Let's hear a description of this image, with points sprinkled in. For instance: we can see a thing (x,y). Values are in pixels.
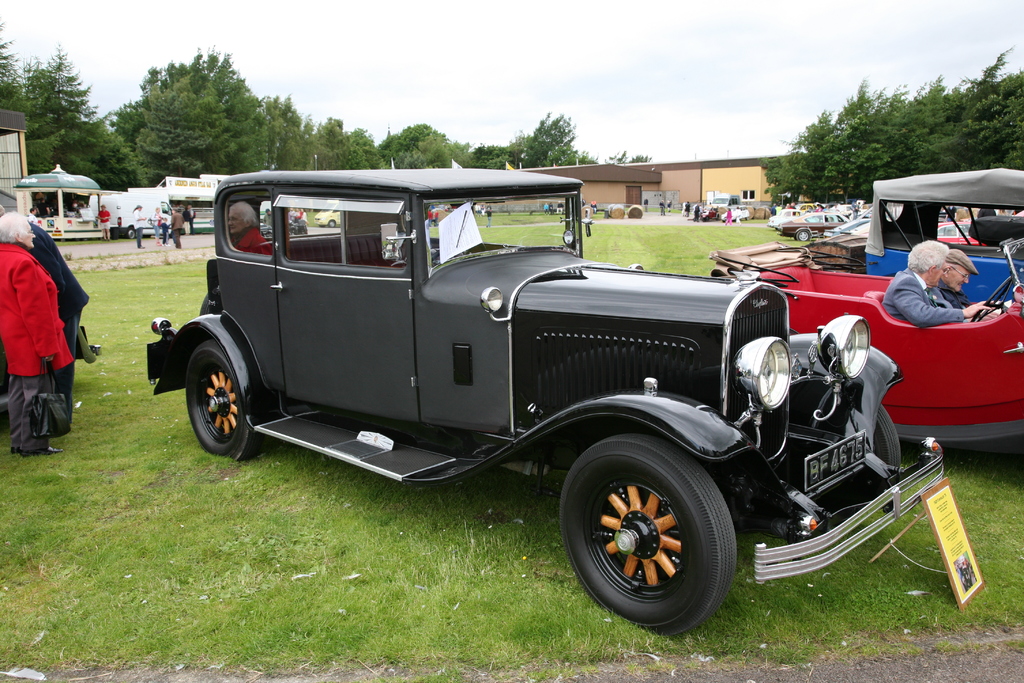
In this image in the foreground (688,358) there are some vehicles (893,328) and some persons (919,315) are sitting on a vehicles (939,352), in the background (685,176) there are some houses (592,165), stores (62,188), tents (59,186) and some people (184,221) are walking. And also there are some vehicles (825,227), plants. On the left side (36,298) there are two persons (43,349) who are standing, at the bottom (301,595) there is grass (760,588) and in the background (243,138) there are some trees (145,134). On the top of the image (611,91) there is sky (733,106).
